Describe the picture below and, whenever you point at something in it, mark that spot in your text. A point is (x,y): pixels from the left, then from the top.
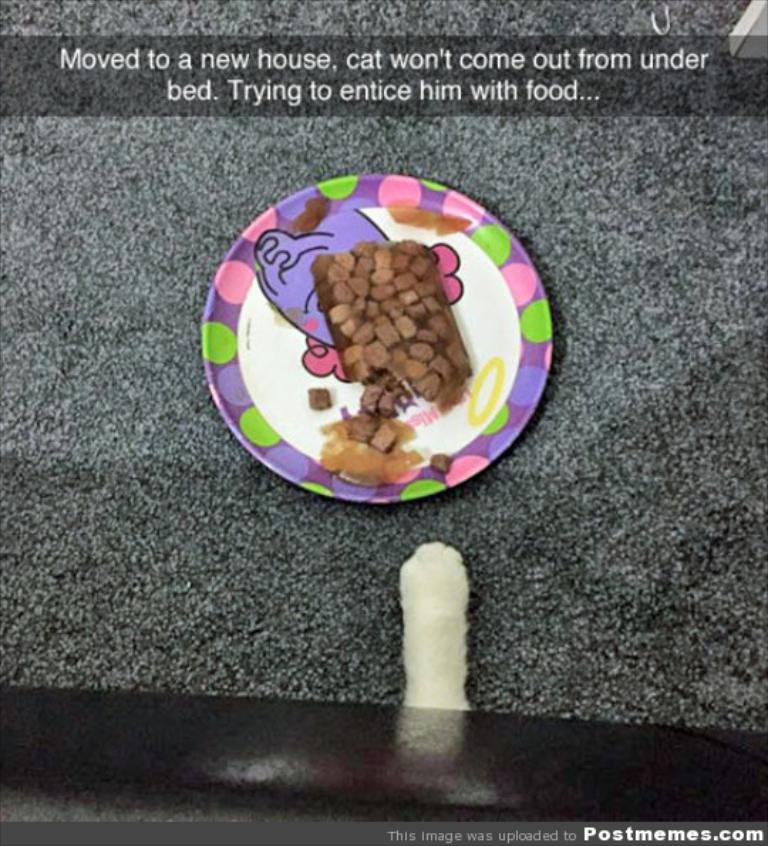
In the center of the image (285,426) we can see a plate (505,265) containing food (393,428) is placed on the surface (208,501). At the bottom of the image (442,617) we can see leg (444,631) of an animal (442,605). At the top of the image (437,77) we can see some text (336,75).
